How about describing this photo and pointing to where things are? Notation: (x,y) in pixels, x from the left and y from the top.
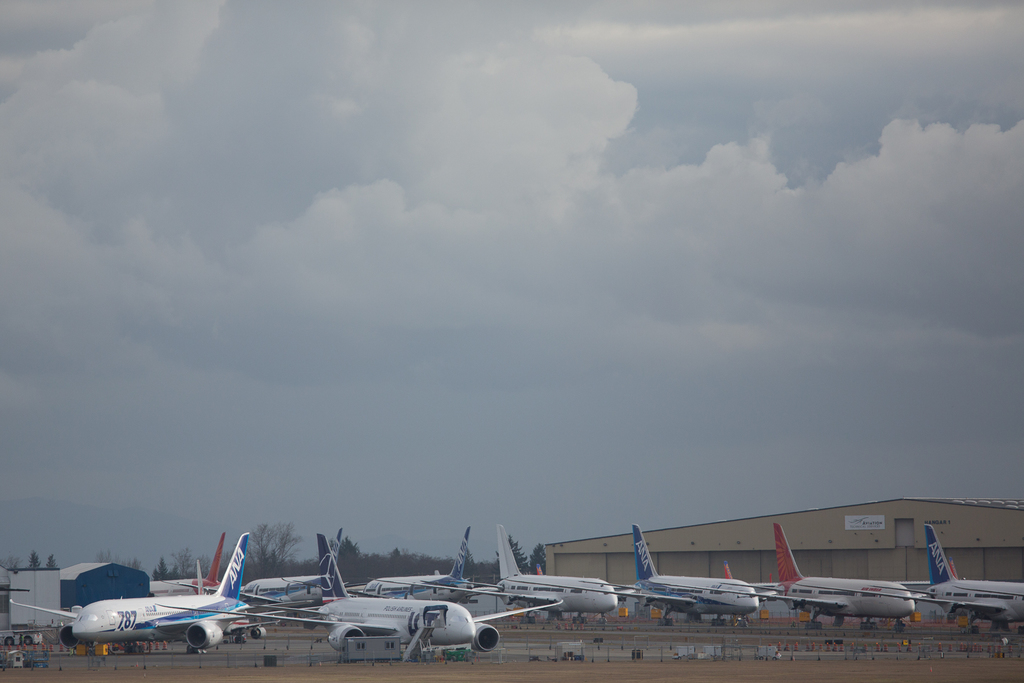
The picture is clicked in an airport (640,554). In the foreground of the picture (426,588) there are airplanes (887,612), runway (659,650), buildings (77,590), trees (284,573), poles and other objects (620,608). Sky (320,496) is cloudy.
